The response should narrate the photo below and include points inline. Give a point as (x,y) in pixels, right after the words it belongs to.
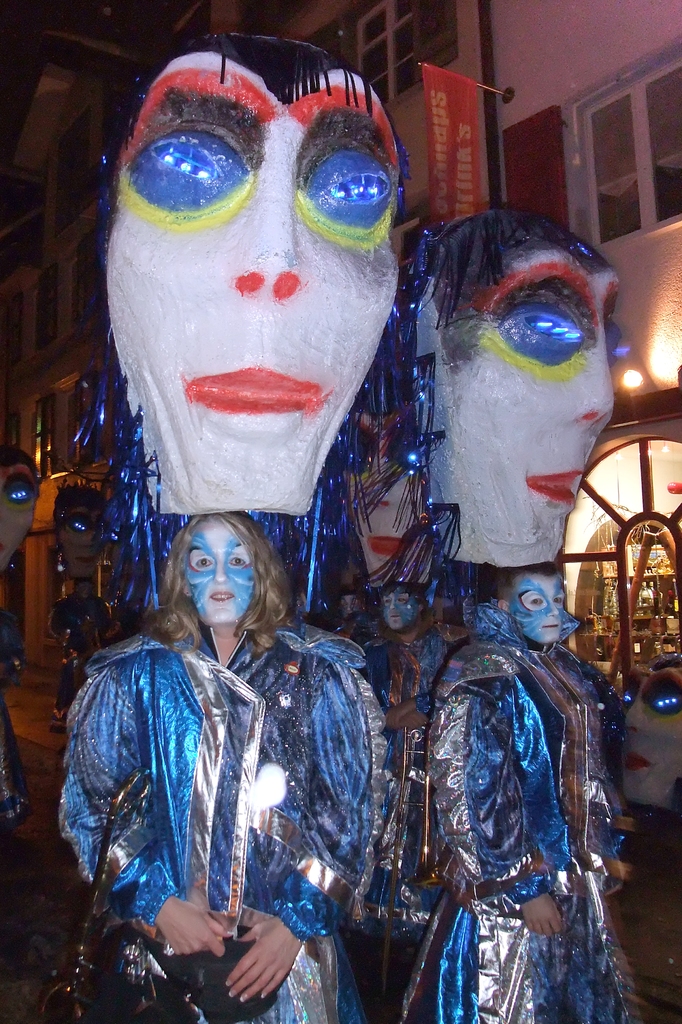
In this image few persons (462,839) are standing on the road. They are having masks (326,386) on their head (231,590). Background (654,372) there are few buildings (680,233) having windows (609,159) and doors (586,559). A banner (463,91) is hanging from the wall (501,72). Behind the door (623,639) there are few shelves (639,631) having few objects (654,603) in it.
